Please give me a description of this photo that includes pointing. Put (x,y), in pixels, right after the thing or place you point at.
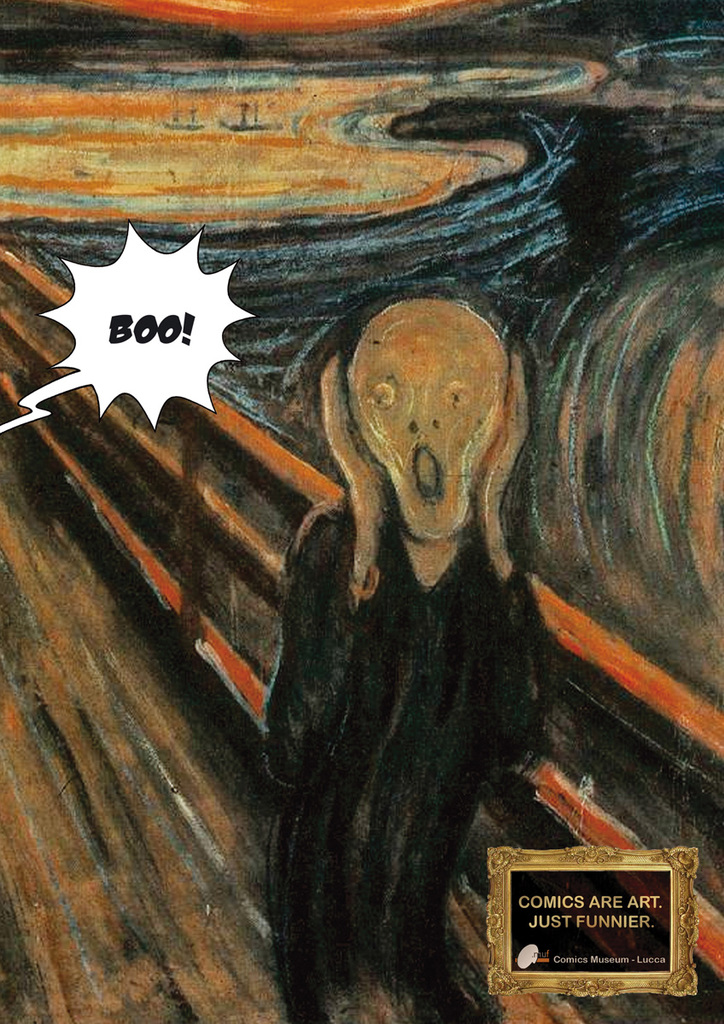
In this picture we can see a painting (311,903). There is a watermark (651,961) on the right side (651,961).
